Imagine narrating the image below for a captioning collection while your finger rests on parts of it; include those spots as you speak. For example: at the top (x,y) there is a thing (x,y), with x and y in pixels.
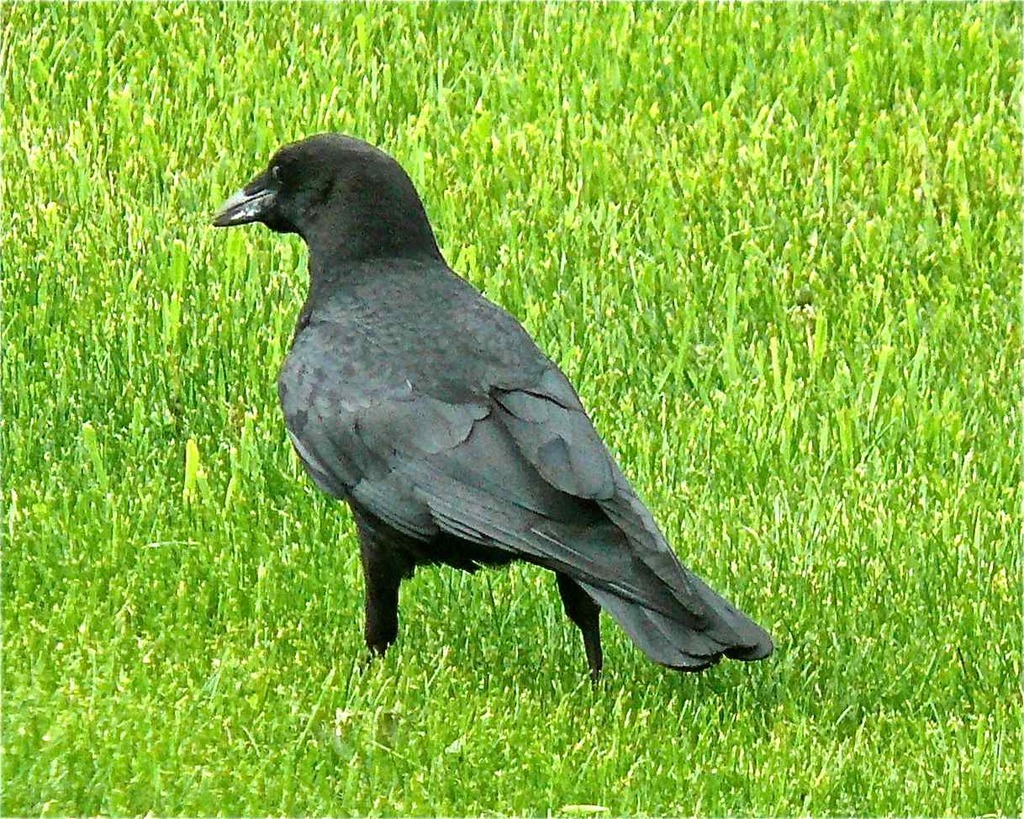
In this picture I can see a bird (375,519) on the grass (364,8).
